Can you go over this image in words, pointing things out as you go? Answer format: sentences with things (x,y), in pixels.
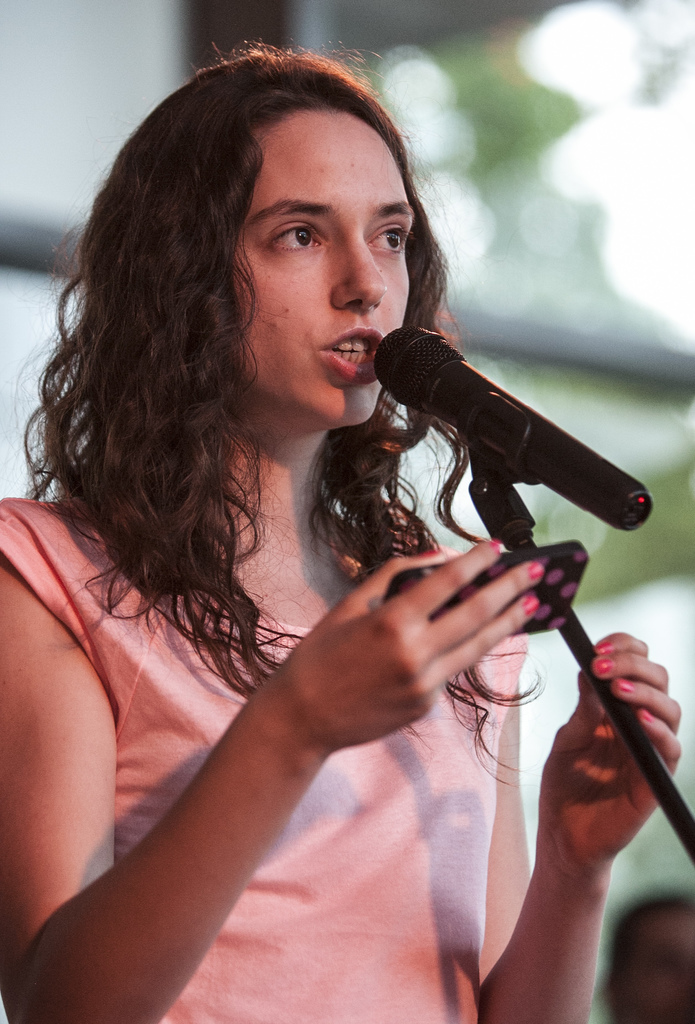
In this image, there is a person (464,658) wearing clothes (422,842) and holding a phone (531,595) with her hand (452,621). There is a mic (625,500) on the right side of the image (627,486). In background (638,131), image is blurred.
